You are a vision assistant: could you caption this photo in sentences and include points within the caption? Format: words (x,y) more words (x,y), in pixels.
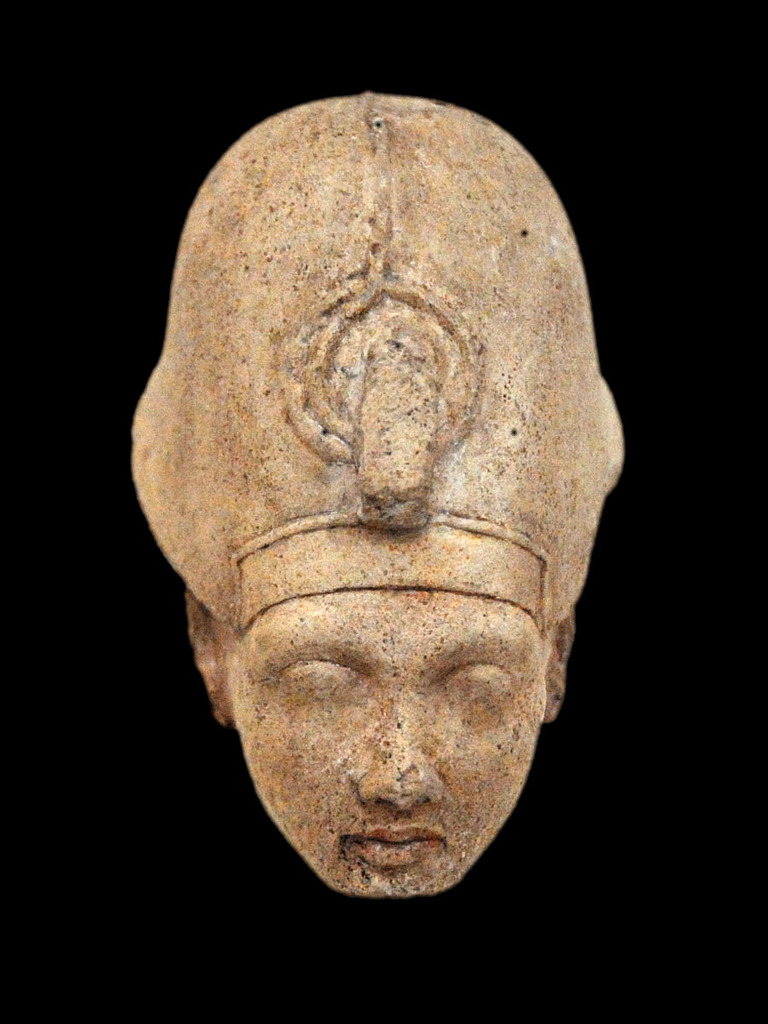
In this image I can see a cream colour sculpture (342,395) in the front (325,350). I can also see black colour in the background (106,80).
